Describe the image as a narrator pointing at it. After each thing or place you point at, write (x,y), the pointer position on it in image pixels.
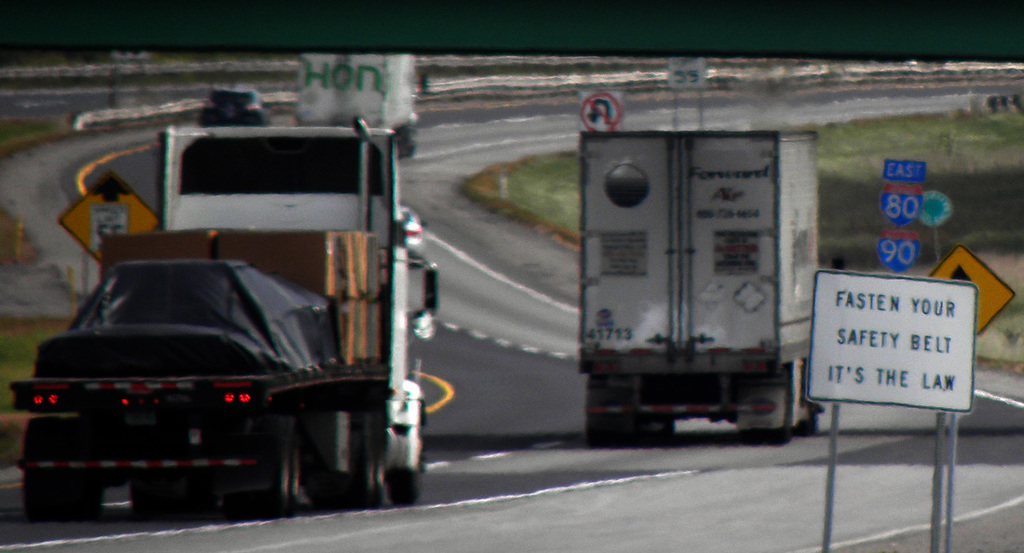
In this picture we can see three trucks (682,211) and a car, on the right side (914,311) there are some boards (963,322), we can see text (944,342) on this board (916,353), we can also see grass (943,152) on the right side (943,172), there is a signboard (605,104) in the middle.
